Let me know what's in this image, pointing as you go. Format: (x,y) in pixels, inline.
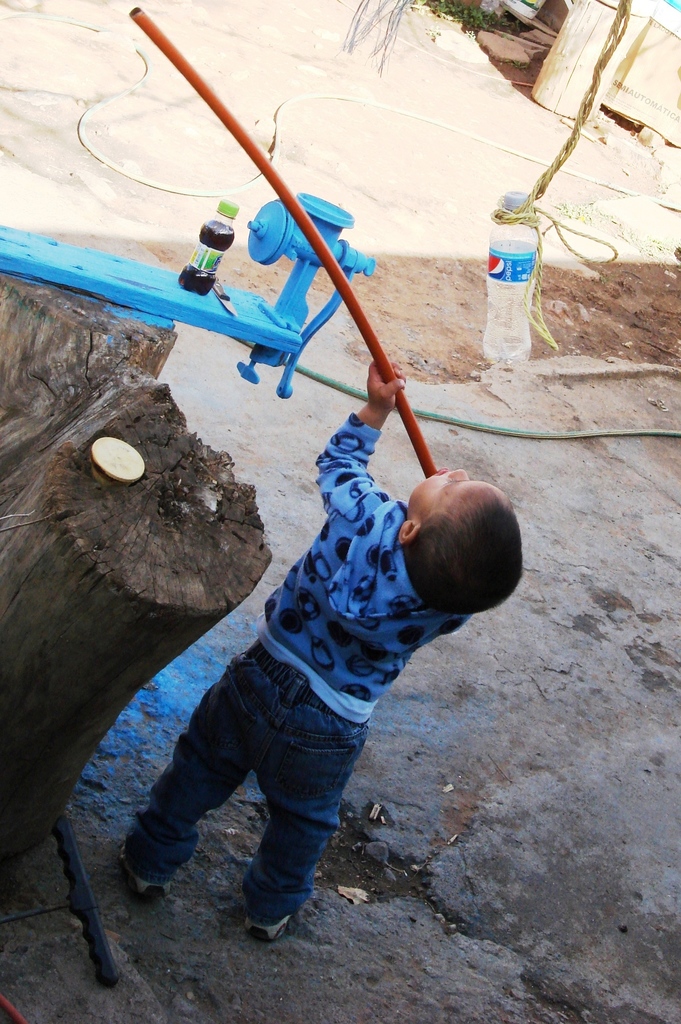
In the center of the picture (376,637) there is a kid (384,612) holding a pipe (361,327). On the left (116,575) there are bottle (201,250), knife (231,308), machinery (284,293) and trunk (80,480) of a tree (80,480). On the right side of the picture (529,259) there is a bottle (513,265) hanging to the rope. In the background (304,163) there are sand (442,203), pipe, plants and other objects (500,55).
